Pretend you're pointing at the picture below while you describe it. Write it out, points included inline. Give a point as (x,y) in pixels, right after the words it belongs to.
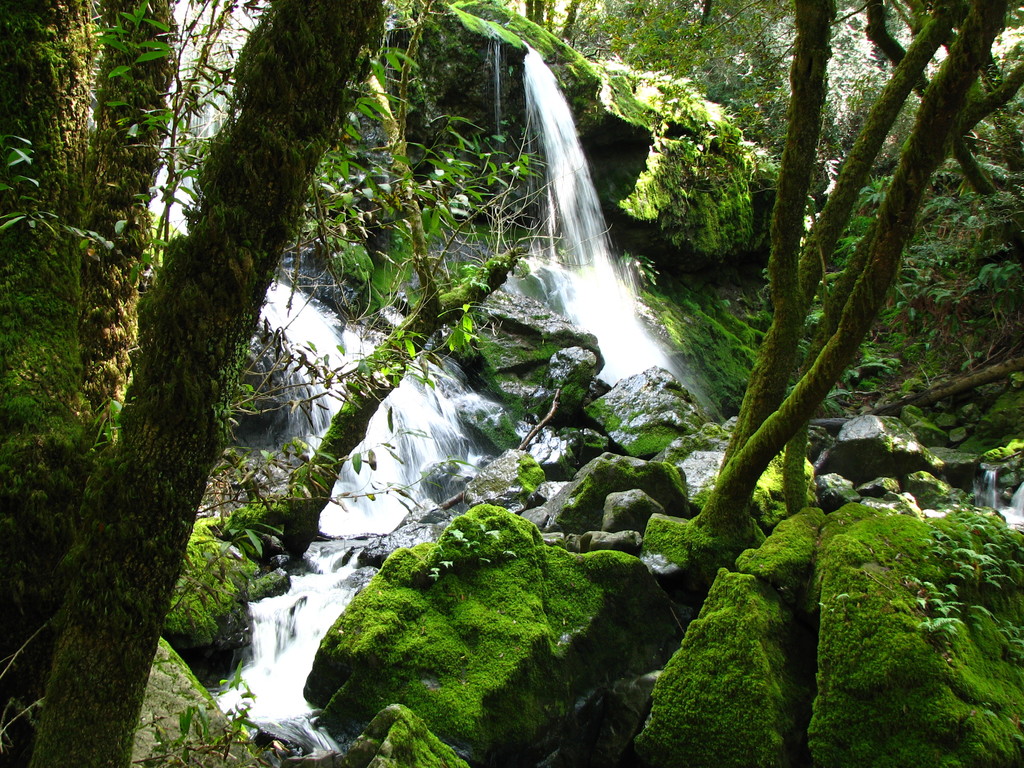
In this image I can see trees (144,119) in green color. Background (534,90) I can see few stones (623,542) and waterfall (580,216).
